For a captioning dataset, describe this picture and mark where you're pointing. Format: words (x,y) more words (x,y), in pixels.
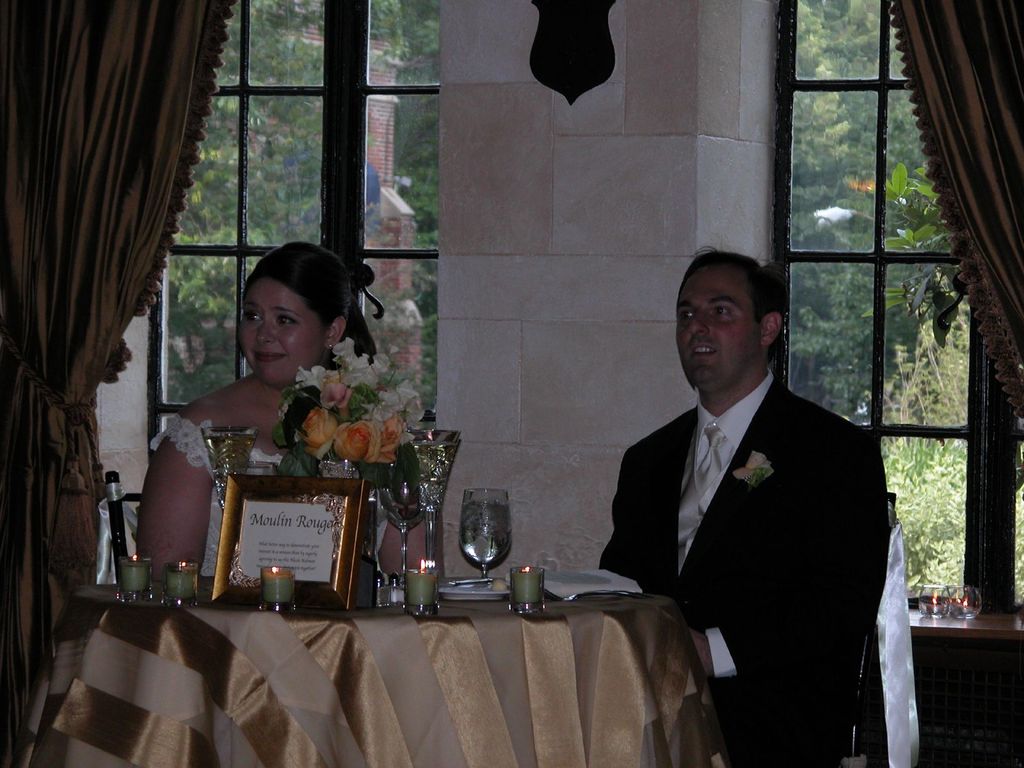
This woman (288,355) and this man (727,393) are sitting on a chair (865,672). On this table (473,616) there are candles (528,589), flowers (340,445) and glasses (404,544). From this window (313,228) we can able to see trees (227,153). This is curtain (141,180).
